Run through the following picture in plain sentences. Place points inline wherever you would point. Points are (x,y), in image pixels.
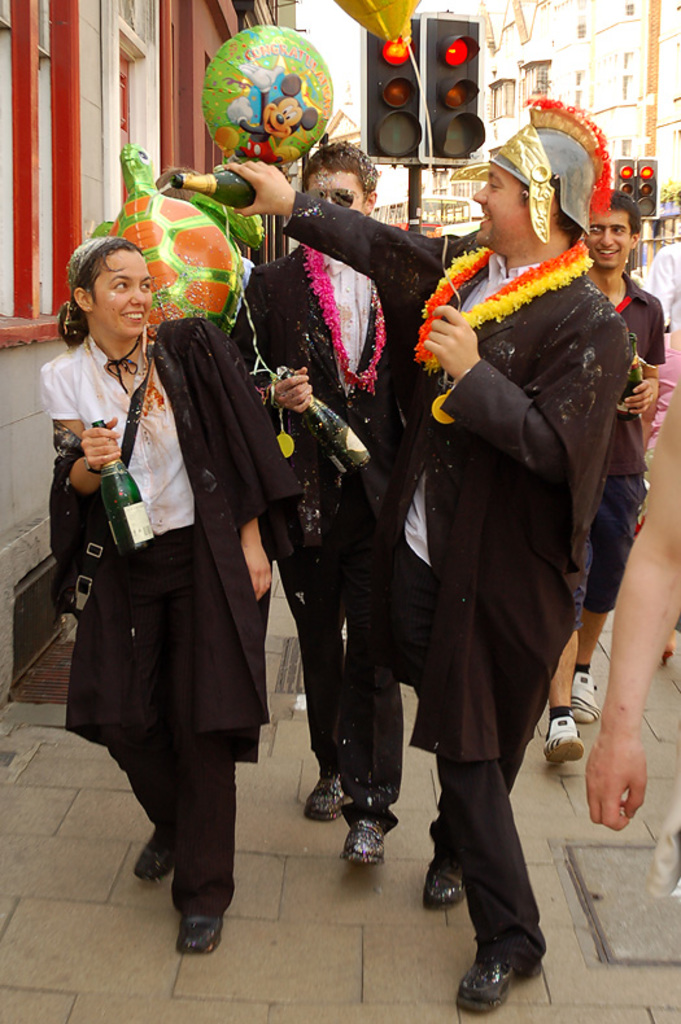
There are group of people (349,303) holding bottles (239,201) and walking. These are the inflatable balloons (269,105). These look like the garlands (544,285). This is a traffic signal (405,132), which is attached to the pole (411,183). These are the buildings (505,60).
